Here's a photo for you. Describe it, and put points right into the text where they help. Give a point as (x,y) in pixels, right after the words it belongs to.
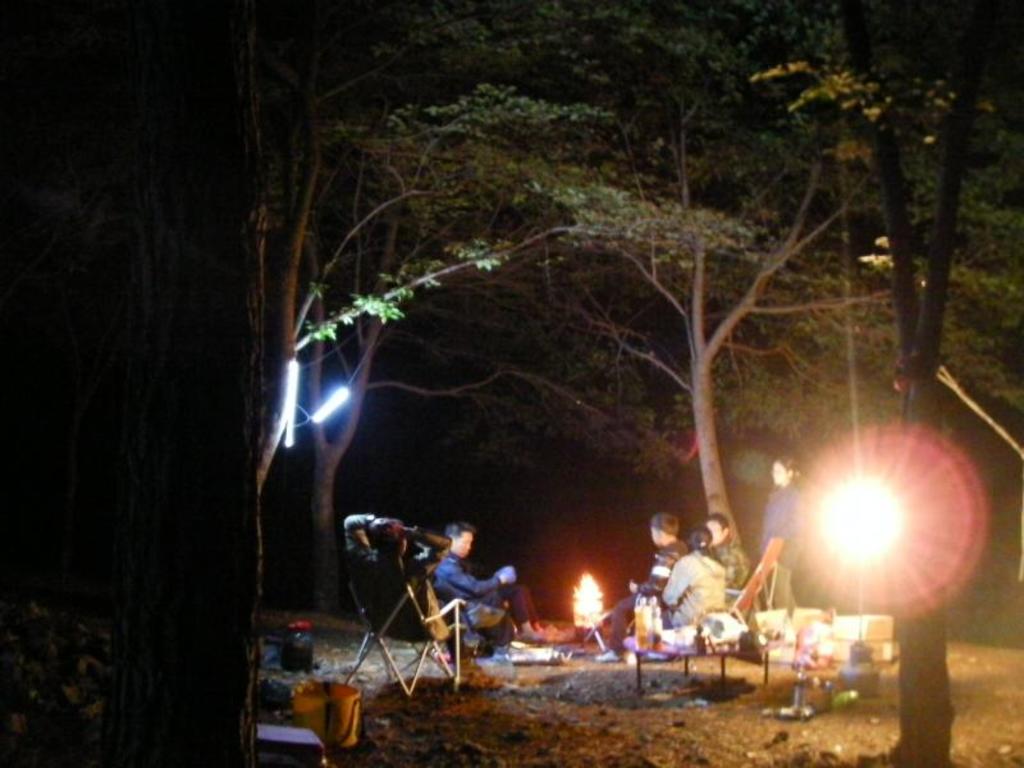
Here in this picture we can see some people (620,640) sitting on chairs (422,613) present on ground (552,690) and in the middle of them we can see a campfire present and behind them we can see a table (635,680) with some items (826,647) present and we can also see lights (339,395) present and we can see the ground (979,712) is covered with dirt (569,716) and we can also see trees (333,485) covered over there.
